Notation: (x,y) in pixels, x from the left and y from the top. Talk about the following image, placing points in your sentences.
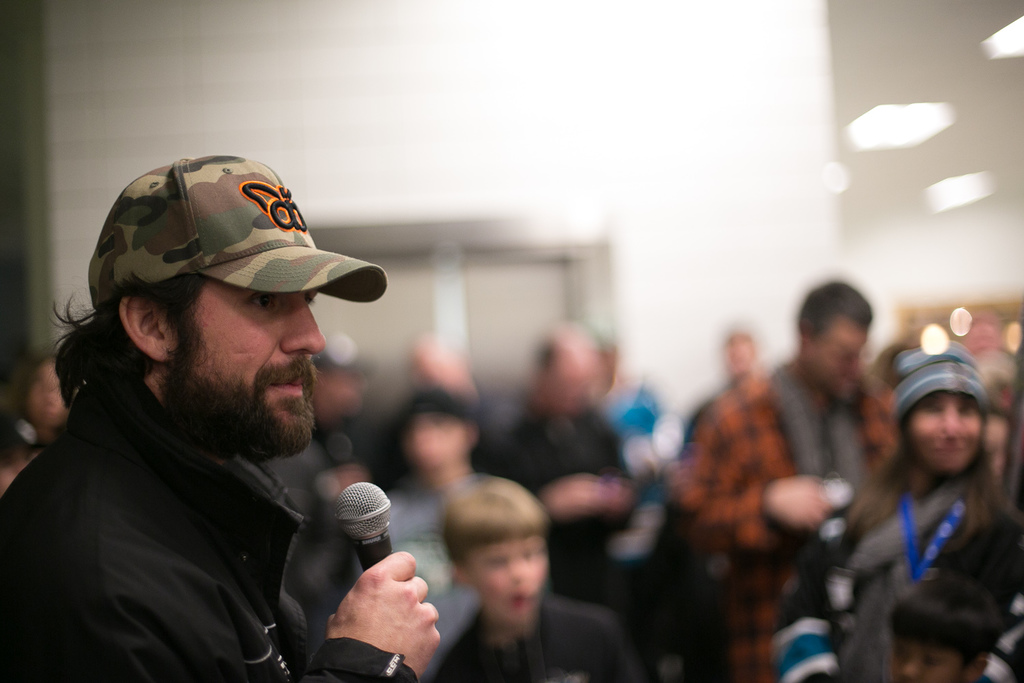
a person (187,552) is standing on the left (192,553) holding a microphone (360,533) in his hand (386,569). he is wearing a cap (182,239). behind him there are many people (729,446) standing. at the back (715,96) there is a white wall (796,268) and a window (520,298).
